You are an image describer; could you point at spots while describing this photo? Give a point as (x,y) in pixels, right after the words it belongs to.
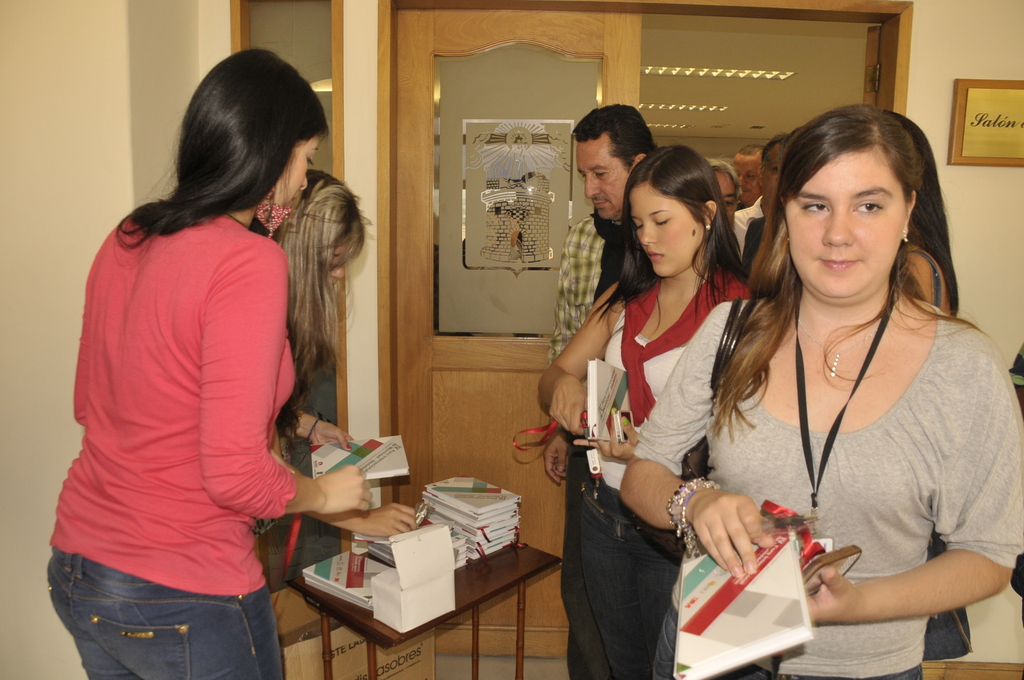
On the right side of the image (823,623) we can see many persons (741,250) coming from the door (555,56). On the left side of the image (320,263) we can see person (322,250) standing at the table (471,564). On the table (467,577) we can see books (478,524). In the background (426,149) we can see door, name board (971,99), wall (941,56) and lights (749,77).
